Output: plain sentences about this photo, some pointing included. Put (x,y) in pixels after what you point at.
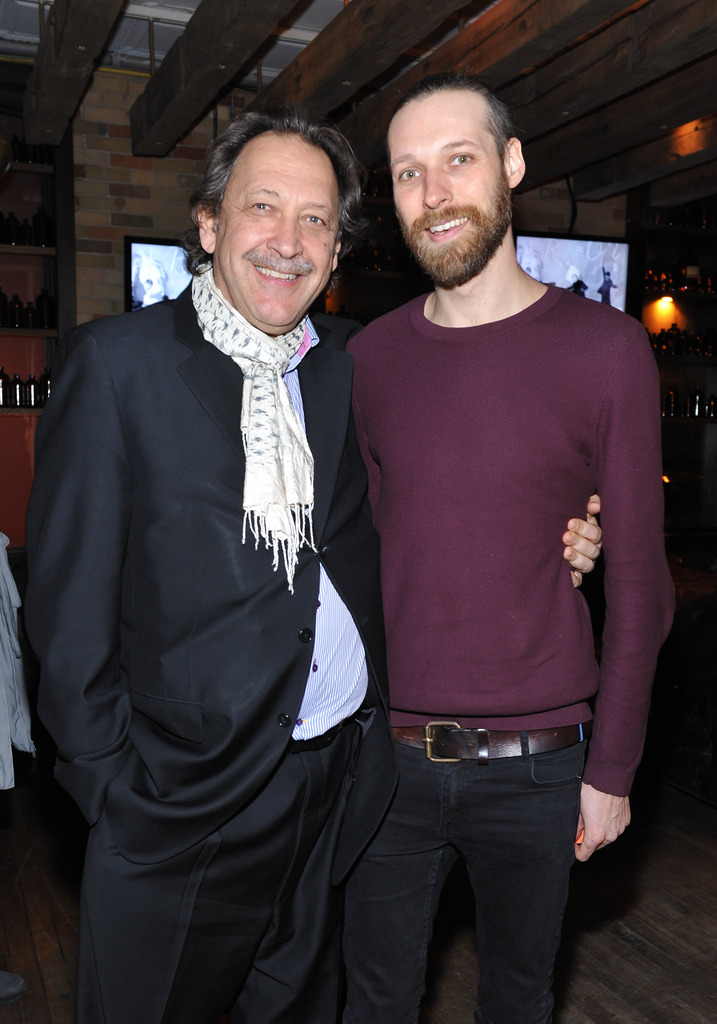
In this image I can see two people (517,524) with black and maroon color dresses (395,456). In the back (11,369) I can see two screens (627,270) and there are some bottles (3,237) in the wooden rack (22,261). I can also see the light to the right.
